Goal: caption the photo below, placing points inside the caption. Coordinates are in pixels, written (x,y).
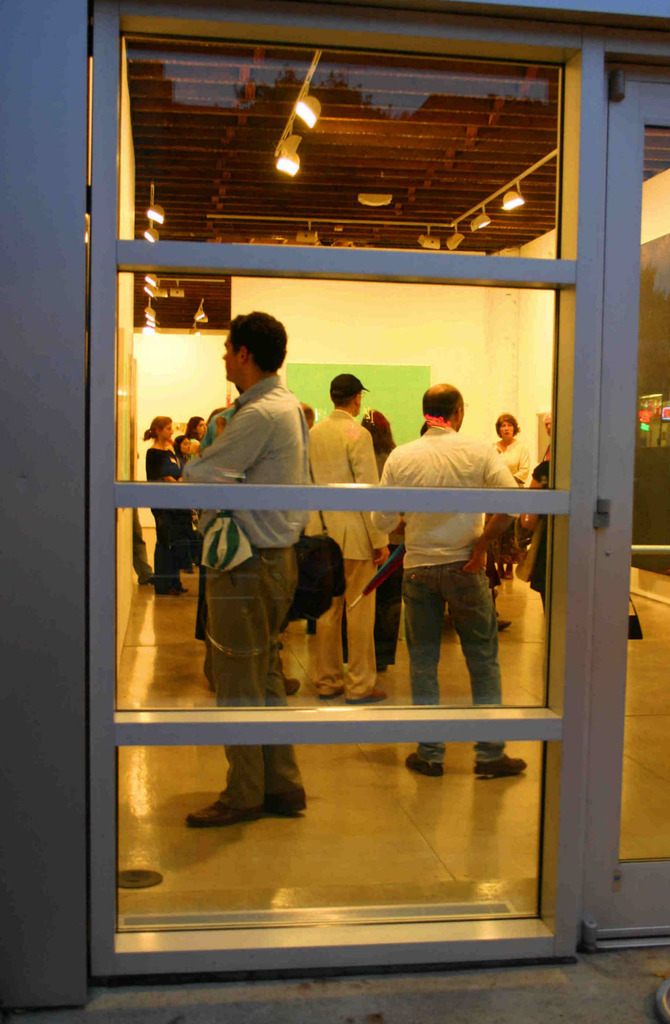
In the center of the image (445,679) we can see a glass door (557,729). Through door (613,799) we can see the floor (376,804), wall (366,353) and a group of people (392,535) are standing. On the left side of the image (72,438) we can see the wall (62,532). At the bottom of the image (345,1000) we can see the floor (345,1000). At the top of the image (419,163) we can see the roof (306,184) and lights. On the right side of the image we can see some objects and rod (667,547).
